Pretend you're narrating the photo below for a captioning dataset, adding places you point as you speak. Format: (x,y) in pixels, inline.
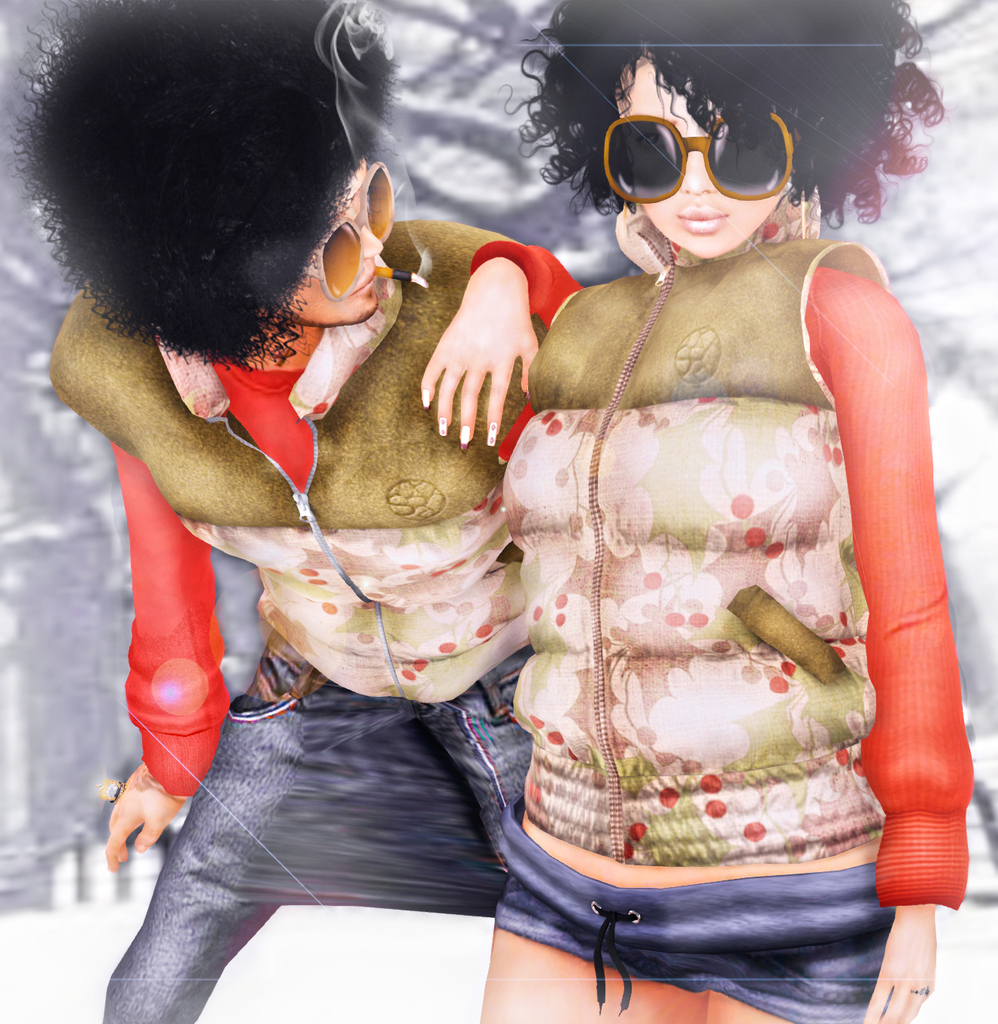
Animated picture. In this picture we can see a man (473,523) and a woman (690,394). Background (921,59) it is blur. These two people (338,555) wore jackets (654,632) and goggles (383,228).
